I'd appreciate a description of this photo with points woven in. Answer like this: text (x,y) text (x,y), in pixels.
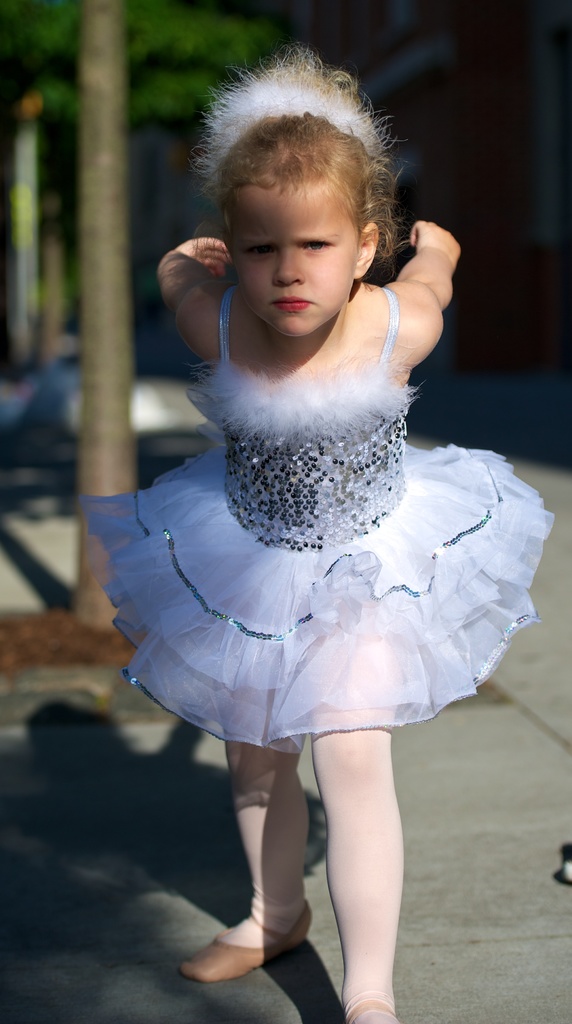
In this picture we can see a girl (368,727) wearing a beautiful white frock (353,494). In the background (50,45) we can see a tree (209,40). This is a road (447,831).
